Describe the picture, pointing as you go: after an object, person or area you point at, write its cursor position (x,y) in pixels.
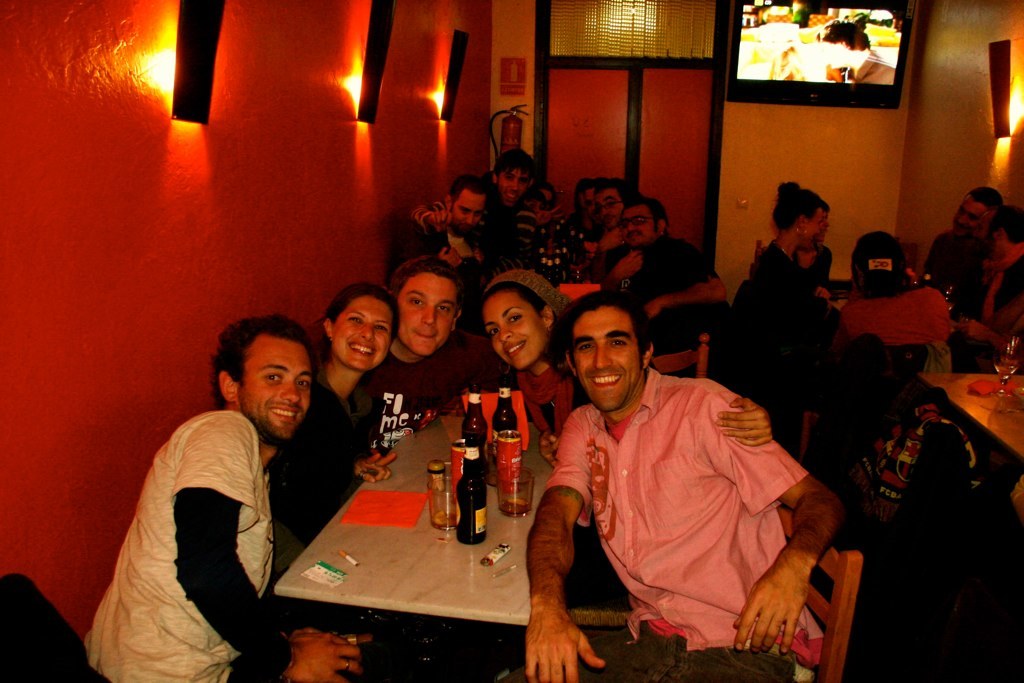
In this image there are group of people (541,384) sitting and smiling. There are bottles (477,475), glasses (503,495), papers (382,495), and cigarette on the table (453,548). At the back (568,90) there is a door (609,77), television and fire extinguisher (493,135) and at the left side (173,47) there are lights (377,42) on the wall (313,73).
